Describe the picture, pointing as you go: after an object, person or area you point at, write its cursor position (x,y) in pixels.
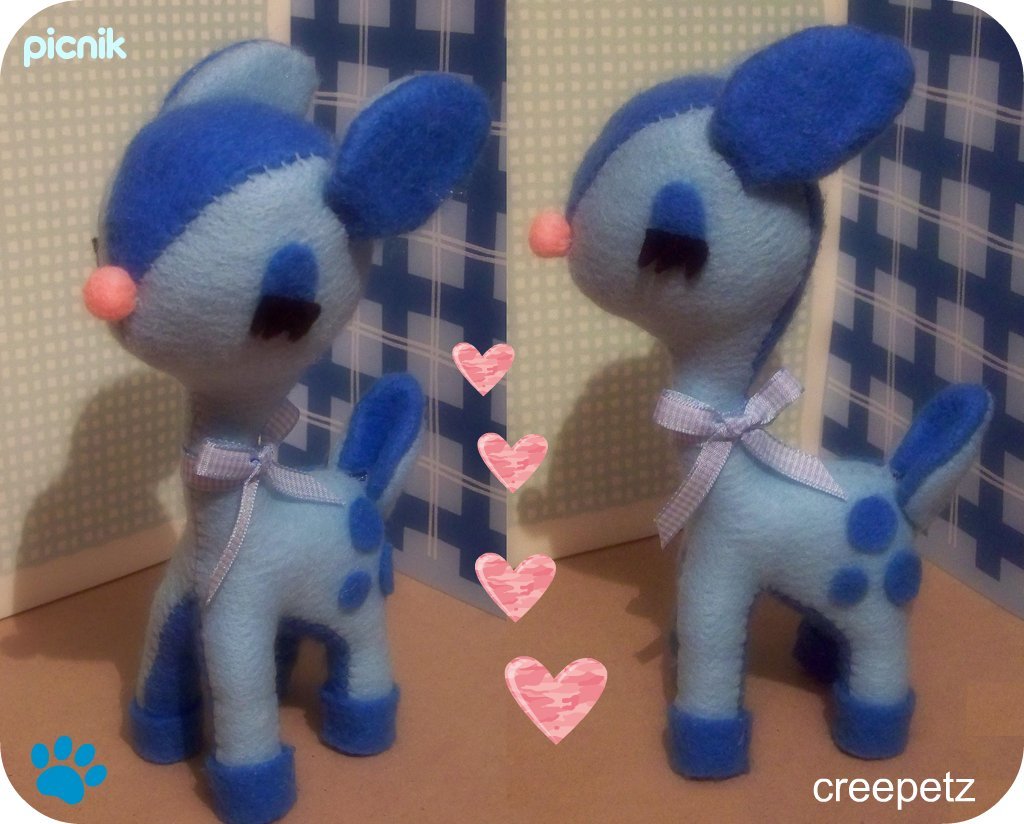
This is a collage image of two pictures where there is a toy (228,288), a few symbols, the wall (594,368) and some text (28,50) on the image.
